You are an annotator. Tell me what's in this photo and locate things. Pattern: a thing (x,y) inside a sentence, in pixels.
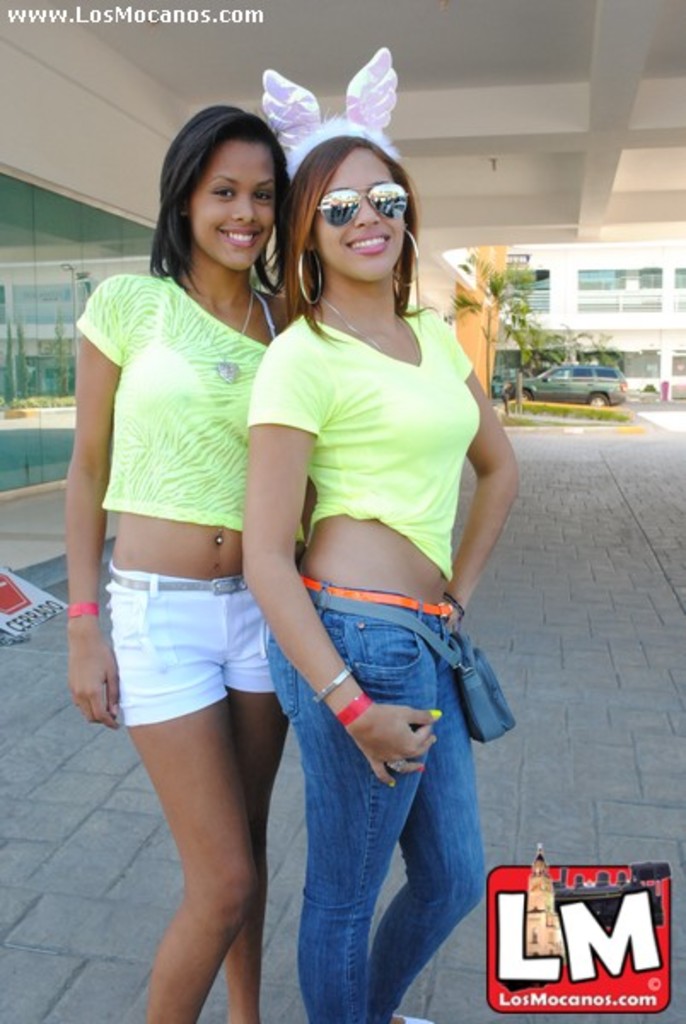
In this image I can see two people (275,490) with yellow, white and blue color dresses (271,645). In the background (515,375) I can see the vehicle (532,390), plants (567,413) and the buildings (500,347).
